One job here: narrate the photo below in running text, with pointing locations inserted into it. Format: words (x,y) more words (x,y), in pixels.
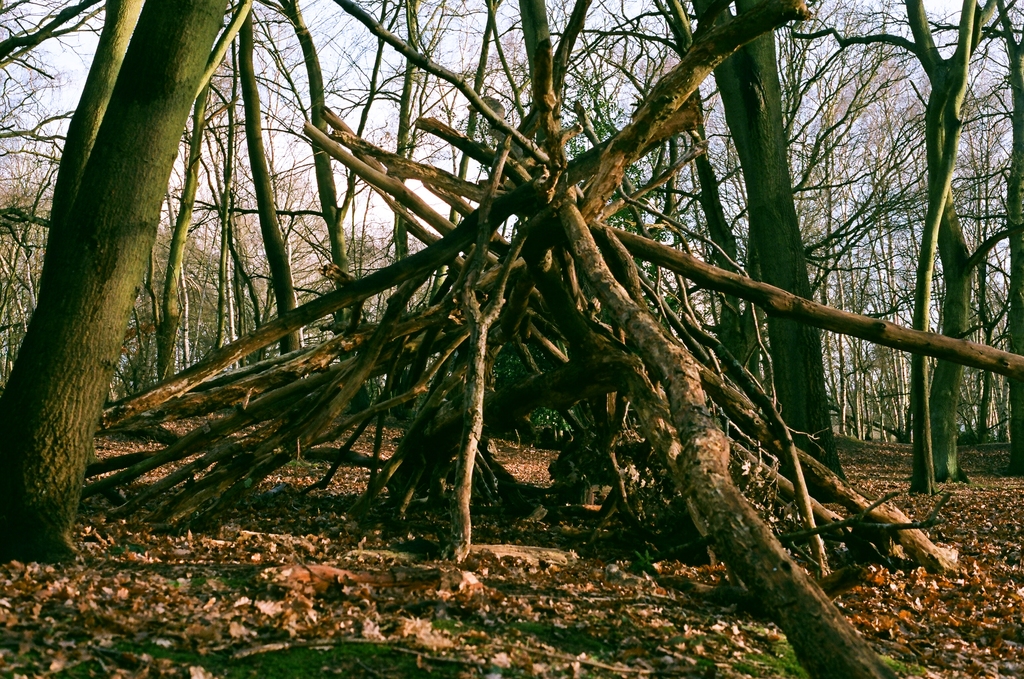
In the picture we can see a group of sticks (644,258) which are placed on the path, the path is with full of dried leaves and mud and in the background (1013,262) we can see dried trees (151,179) and a part of the sky (72,41).
